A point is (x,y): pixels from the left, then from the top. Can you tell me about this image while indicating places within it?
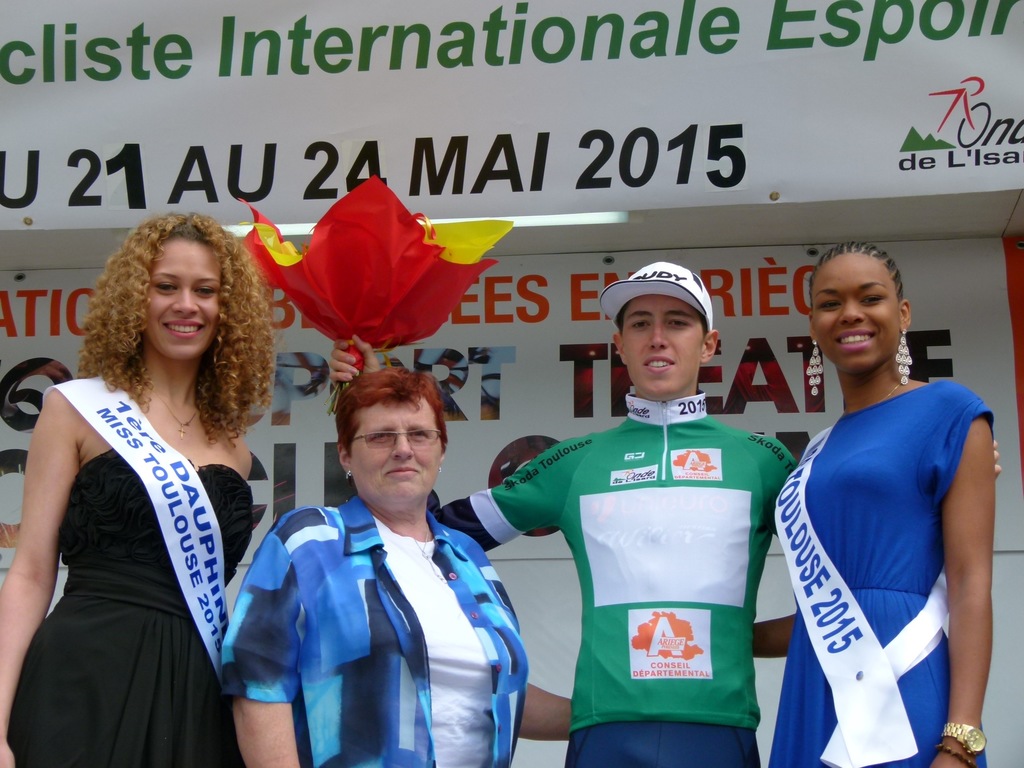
There are people (326,538) in the center of the image (630,507), a man (553,464) holding a bouquet (374,194) in his hand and there is a poster (374,172) in the background area (398,172).
